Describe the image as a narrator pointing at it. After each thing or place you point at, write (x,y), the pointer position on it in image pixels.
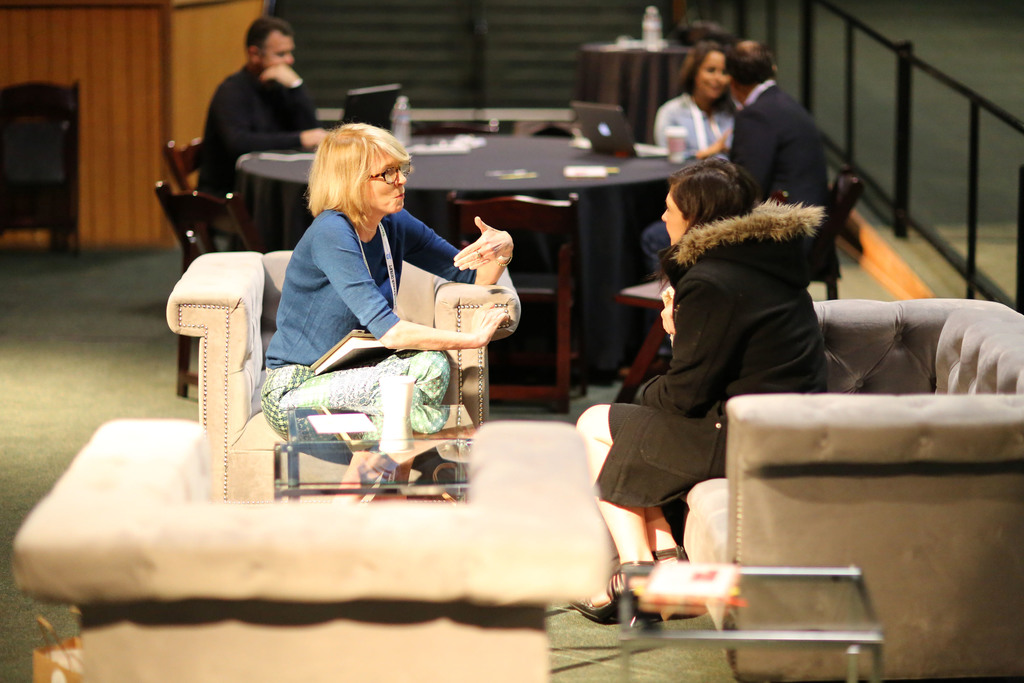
This image is taken indoors. In the background (360,64) there is a wall (130,104). There is an empty chair (56,169) and there is a table (627,83) with a few things (659,42) on it. On the right side of the image (985,293) there is a railing (904,67). In the middle of the image (488,282) two women (789,367) are sitting on the couches (779,401) and there is a table (390,440) with a few things (406,431) on it and there is an empty couch (335,544). Two men (816,159) and a woman (713,51) are sitting on the chairs (173,150) and there is a table (463,169) with a few things (522,173) on it.
